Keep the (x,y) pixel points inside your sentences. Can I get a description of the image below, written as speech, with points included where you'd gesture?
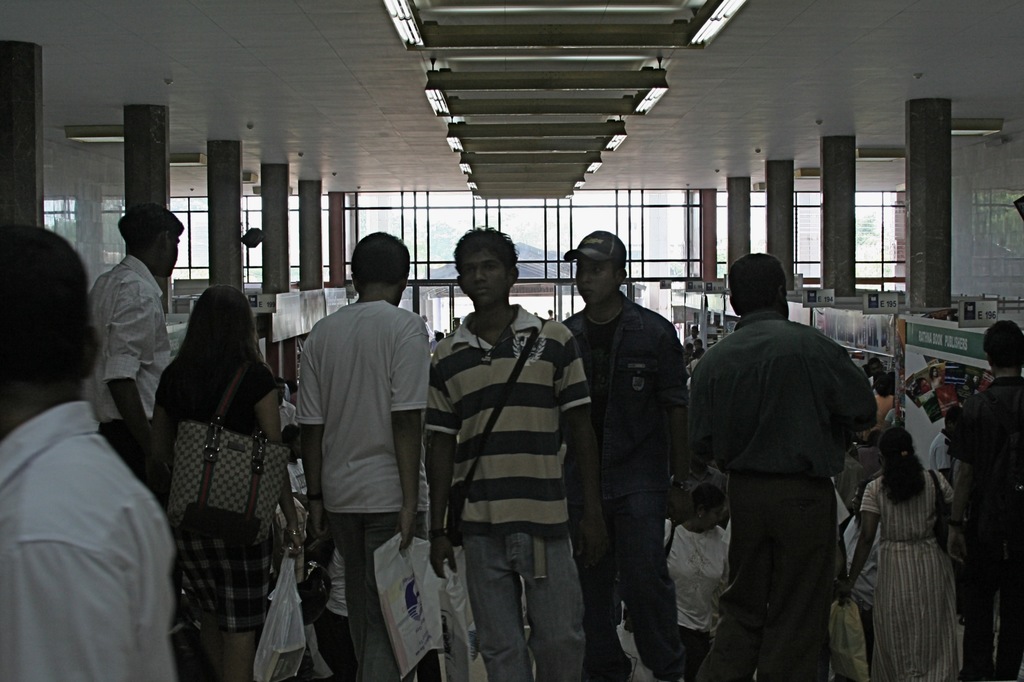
In this image in the center (447,427) there are persons (365,425) standing and walking. In the background (396,199) there are pillars (839,230), there is glass (622,229) and on the right side (948,339) there are boards (935,347) some text (949,343) written on it.
